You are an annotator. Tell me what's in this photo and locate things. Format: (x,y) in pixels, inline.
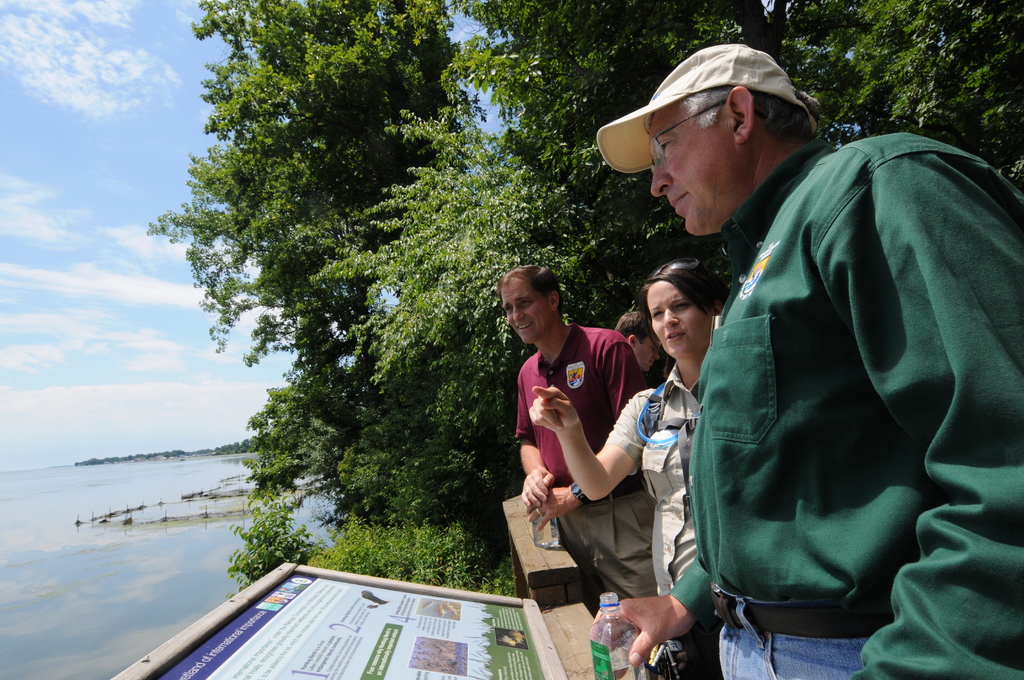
There is a man (904,196) standing at the right side (723,81) and he is holding a bottle (596,667) in his hand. There is a woman (715,278) standing right to him and she is speaking something. There is another person (529,458) who standing beside to a woman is smiling. In the background (367,133) there is a tree (402,163) and a sky (127,140) with full of clouds (184,303).
